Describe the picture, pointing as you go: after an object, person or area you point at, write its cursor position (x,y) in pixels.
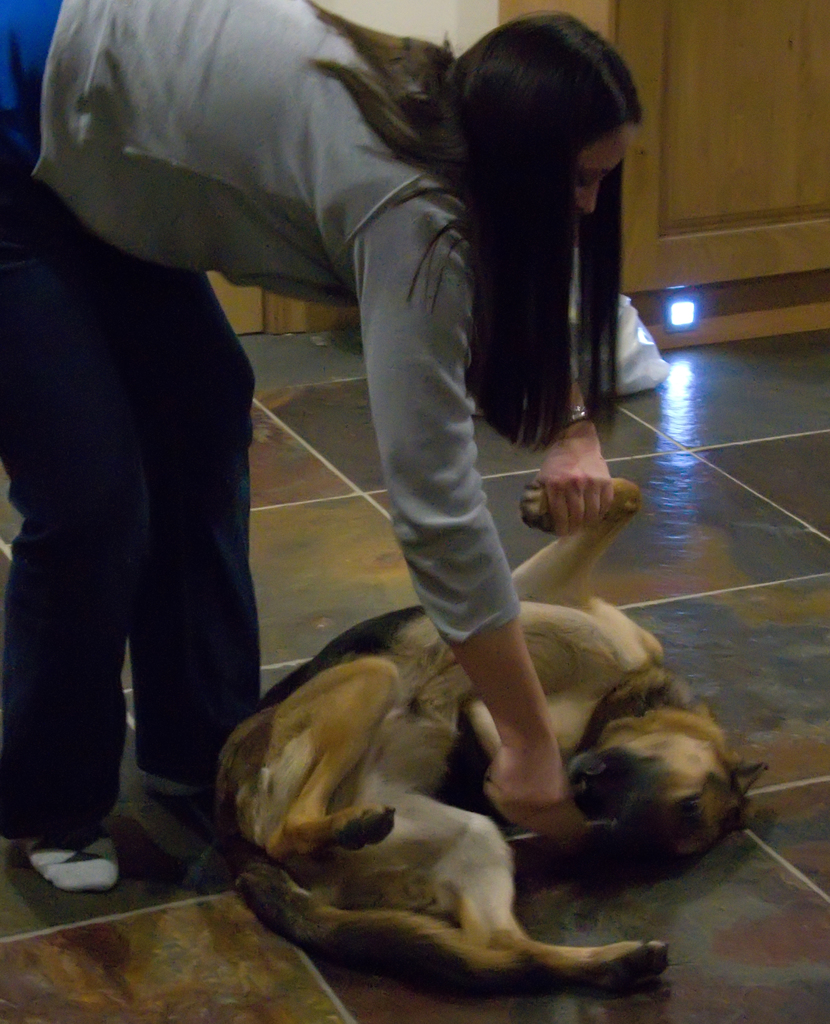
In the center of the image (496,424) there is a lady (249,464). There is a dog (221,822) on the floor (633,928). In the background of the image (669,264) there is a door (668,190).
